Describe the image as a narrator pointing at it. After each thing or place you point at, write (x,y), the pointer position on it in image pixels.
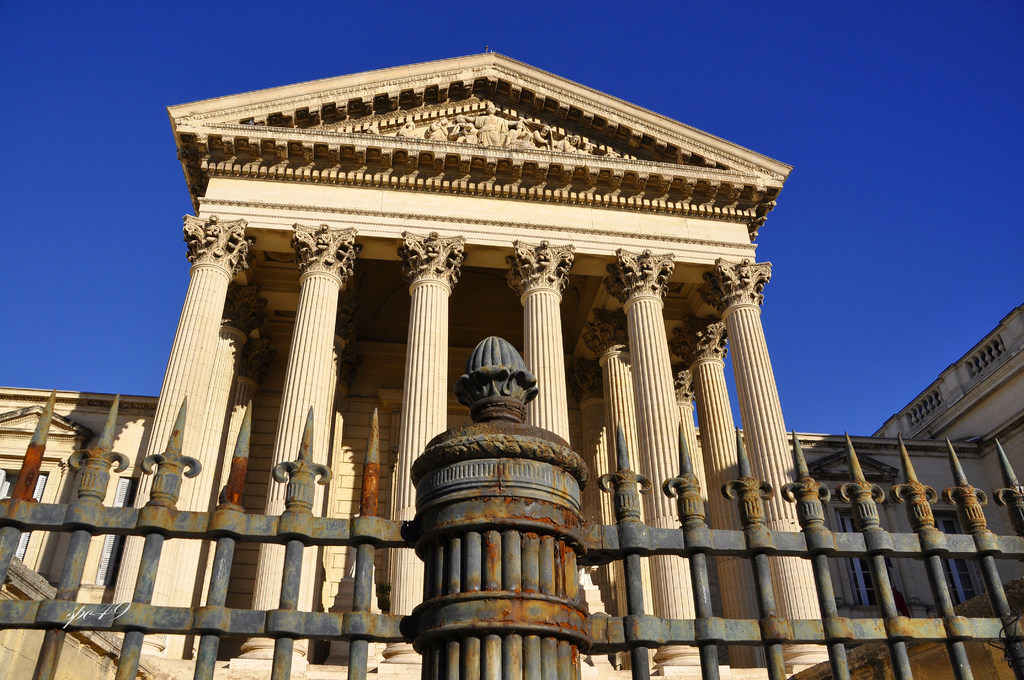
Here we can see pillars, fence (16,502) and wall (619,137). Top of the image (413,125) we can see statues (467,126) and we can see sky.
